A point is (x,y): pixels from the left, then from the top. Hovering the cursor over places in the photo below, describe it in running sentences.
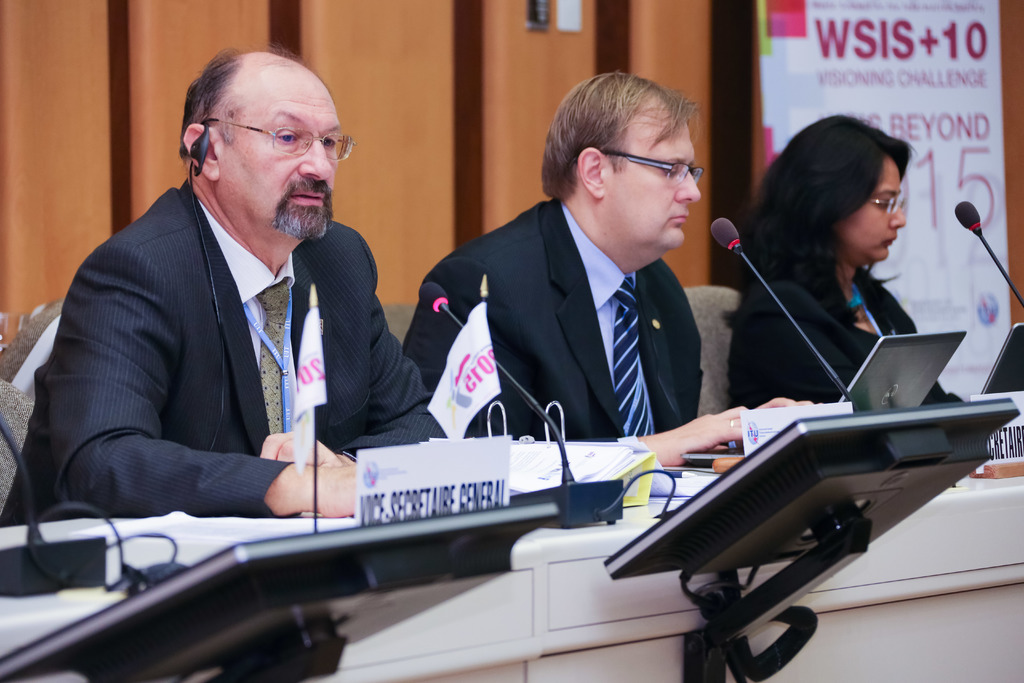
In this image we can see few persons (286,423) are sitting on the chairs (19,418) at the table (388,635). On the table (643,510) we can see microphones (36,522), laptops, name boards (430,489), objects (627,500) and monitors (523,524). In the background (90,121) we can see a hoarding (915,52) and objects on the wall (478,150).
